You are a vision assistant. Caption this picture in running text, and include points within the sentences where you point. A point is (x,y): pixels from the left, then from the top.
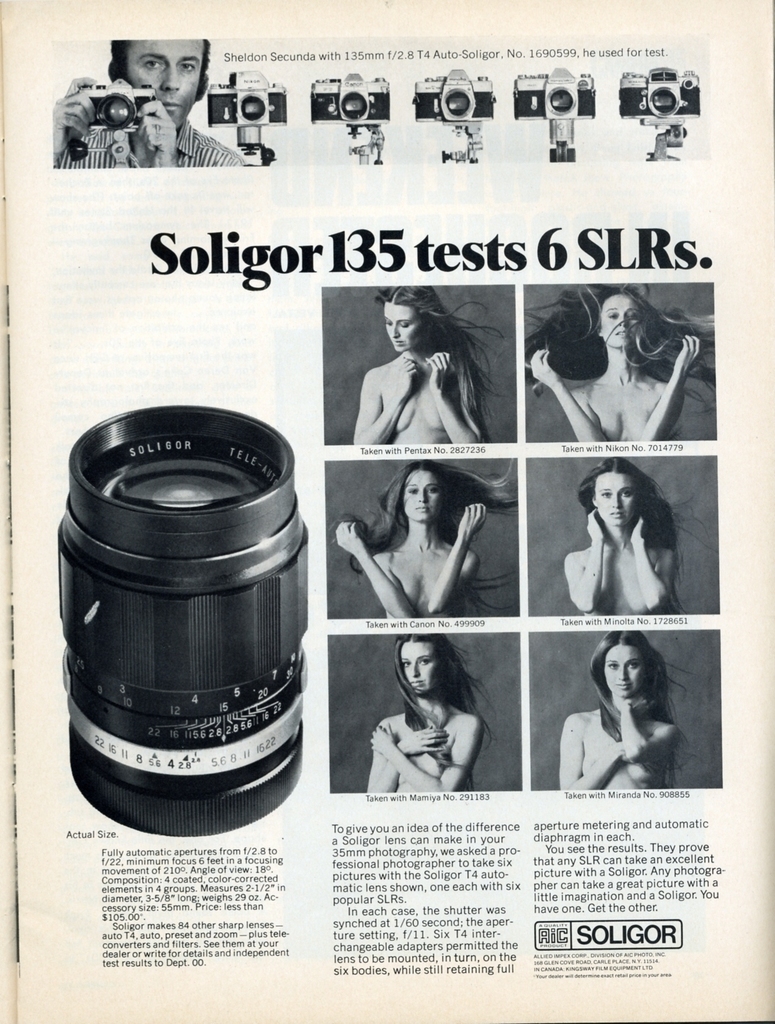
This image consists of a paper (359,604) with a few images (480,500) of a woman (563,381), a camera (366,104) and a man (177,66) and there is a text (560,975) on it.
